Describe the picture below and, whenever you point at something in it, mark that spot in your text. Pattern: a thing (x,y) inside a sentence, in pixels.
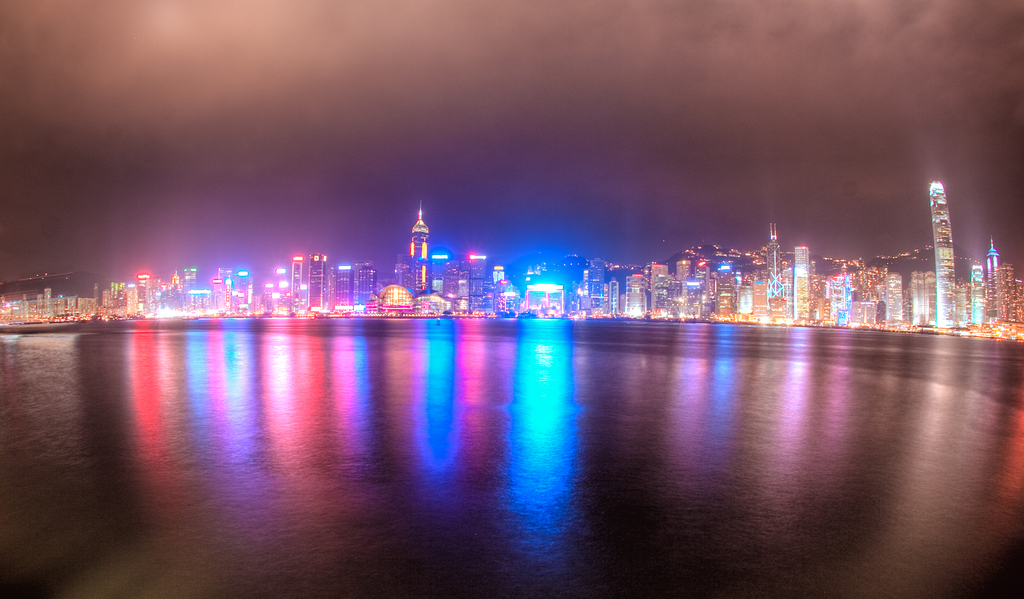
In this image we can see many buildings (553,288) and skyscrapers (603,285). There is a reflection of light (368,412) on the sea water (445,362).
